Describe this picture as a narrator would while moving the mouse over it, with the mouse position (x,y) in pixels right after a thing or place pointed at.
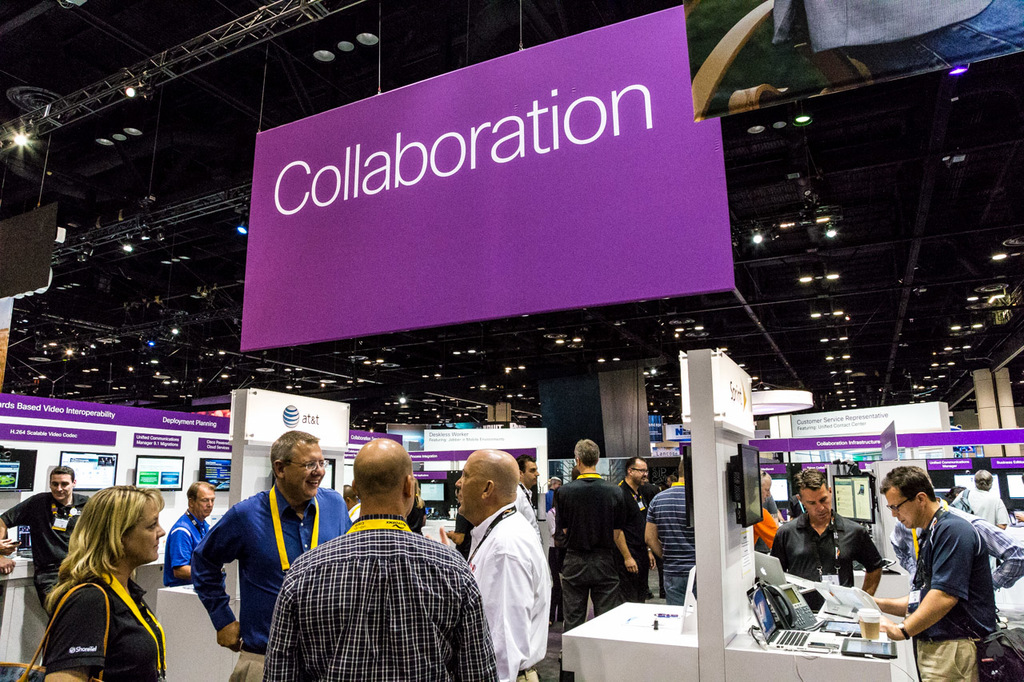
Many people (569,542) are present. There are telephones (798,620) and other objects (864,628). There is a board (633,244) hanging. There are lights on the top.
